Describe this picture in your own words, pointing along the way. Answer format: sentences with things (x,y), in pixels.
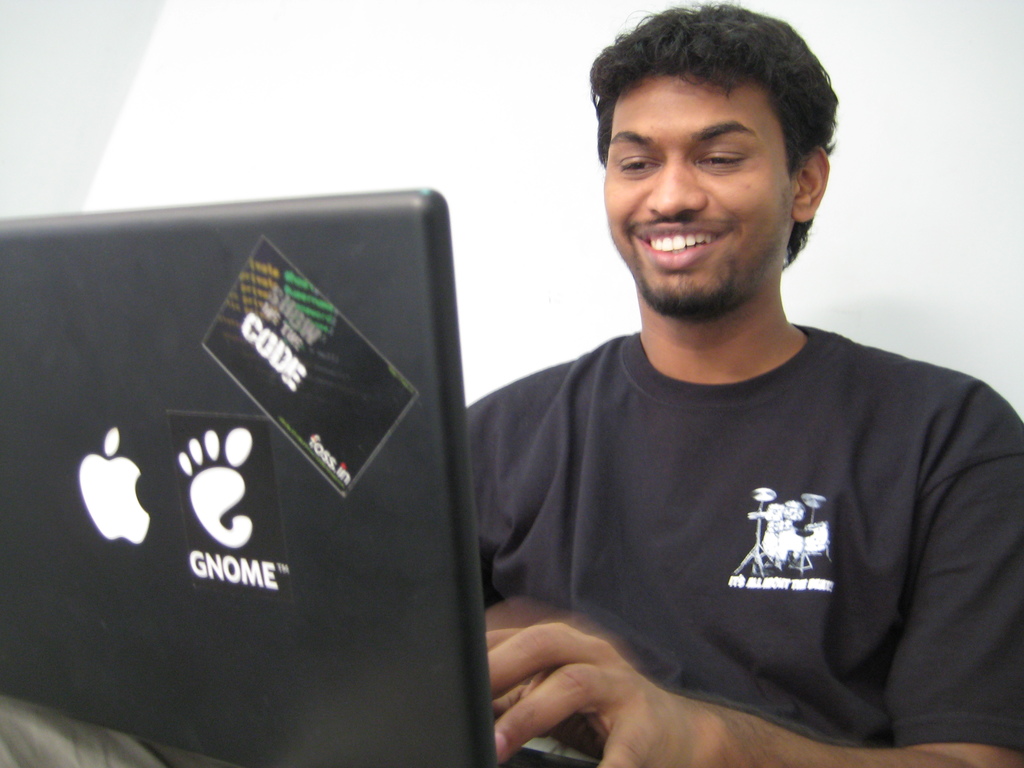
In this image we can see a man (719,552). He is wearing a black color T-shirt (738,554) and light brown pant (87,752). In front of him, there is a black color laptop (365,536). There is a white wall (428,116) in the background of the image (313,42).
